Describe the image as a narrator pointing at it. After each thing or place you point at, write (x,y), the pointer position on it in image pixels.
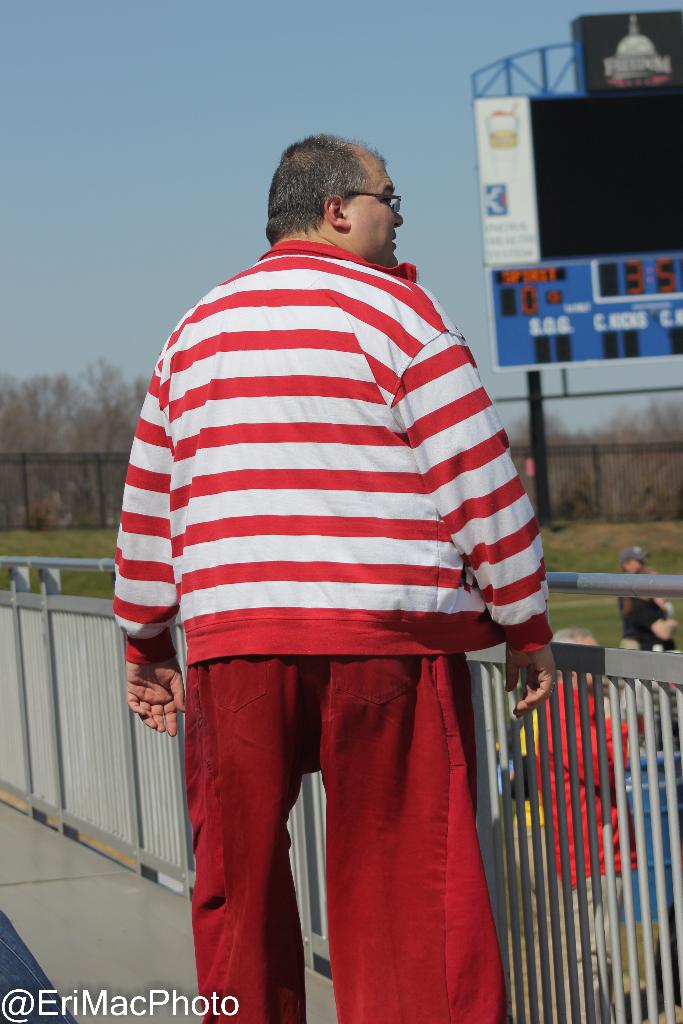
In this image in the front (342,359) there is a man (344,521) standing. In the center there is a fence (478,673). In the background (616,616) there are persons (649,609), there's grass (616,616) on the ground (580,568) and there is a board (582,314) with some text (577,307) and numbers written on it and there are trees (101,446).
